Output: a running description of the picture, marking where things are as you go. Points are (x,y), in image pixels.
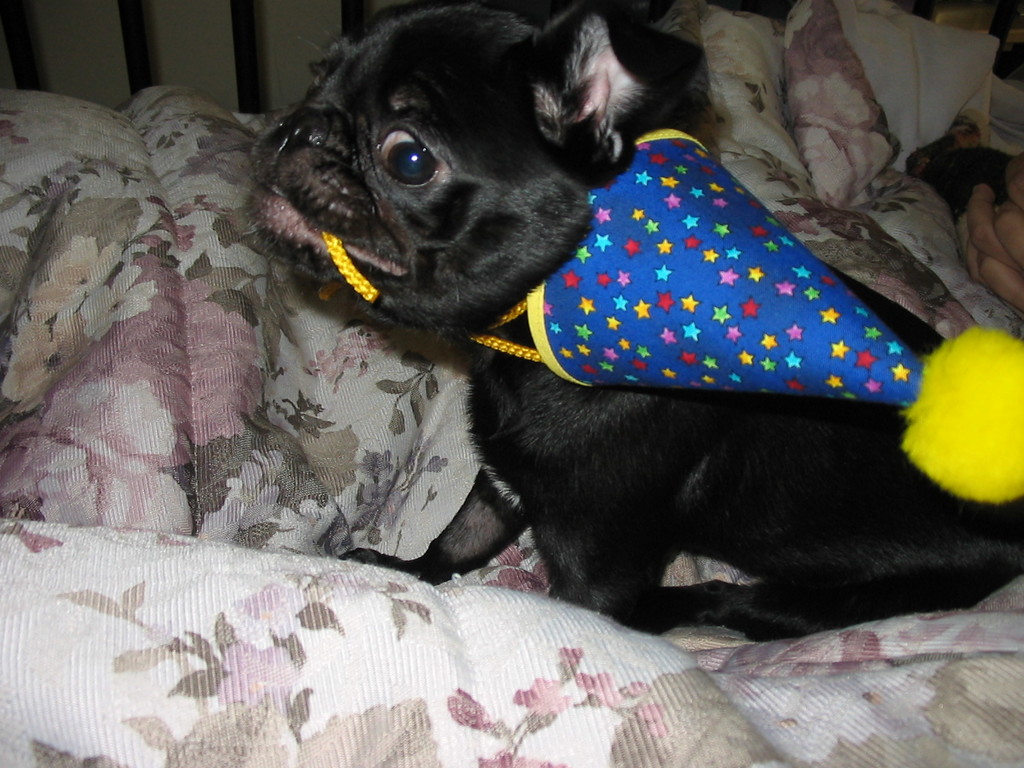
In this image I can see a black color dog (609,390) is sitting on a blanket (407,598). The dog (671,415) is wearing a party cap (643,333).
